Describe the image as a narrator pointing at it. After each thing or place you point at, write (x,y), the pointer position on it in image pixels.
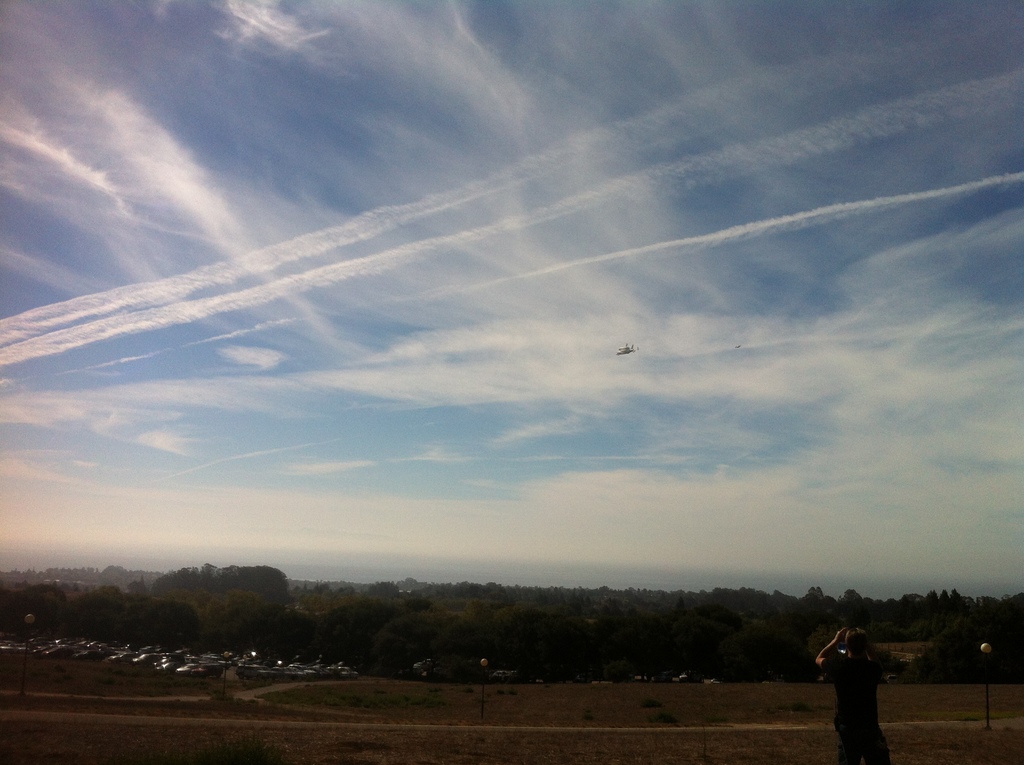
In this image there is a ground (470,734) at the bottom (699,713). On the ground (684,723) there is a person (843,673). At the top (310,253) there is an airplane (631,349) flying in the sky (565,404). In the middle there are trees (554,614). On the left side (70,653) there are so many cars (79,643) parked on the ground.
